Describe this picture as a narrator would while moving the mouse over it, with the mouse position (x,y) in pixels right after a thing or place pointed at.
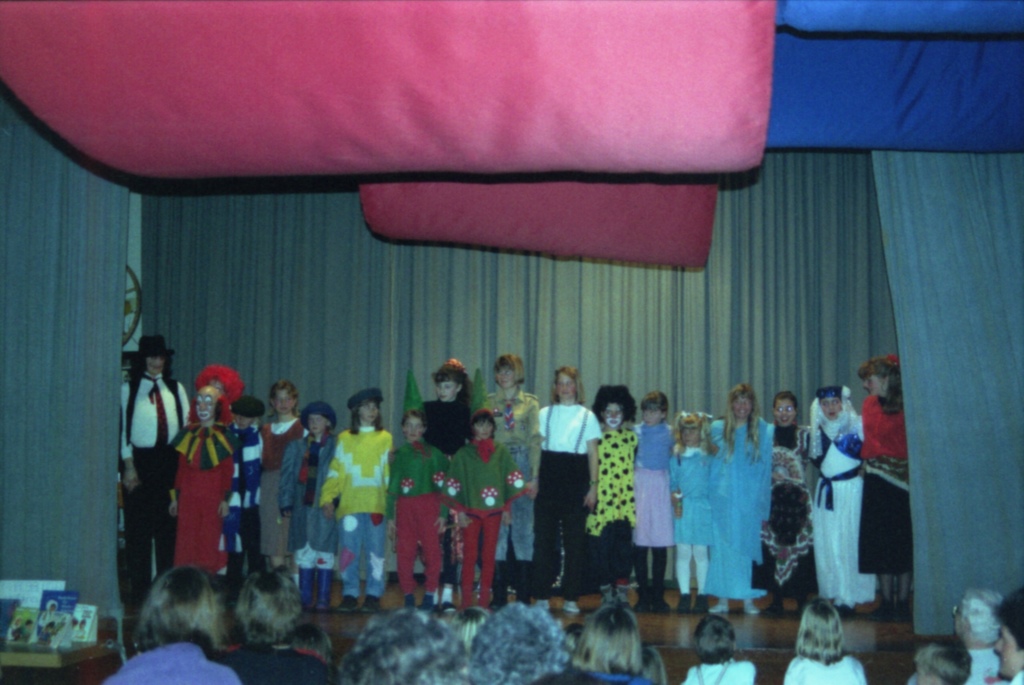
In the foreground of this image (489,650), there are few people (473,650) at the bottom (184,642) and we can also see few brochure like objects (56,629) on the table (79,644). In the middle (489,450), there are few people (563,510) standing on the stage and we can also see few curtains (612,314). At the top (880,101), there is a red color and blue color object (718,76).
